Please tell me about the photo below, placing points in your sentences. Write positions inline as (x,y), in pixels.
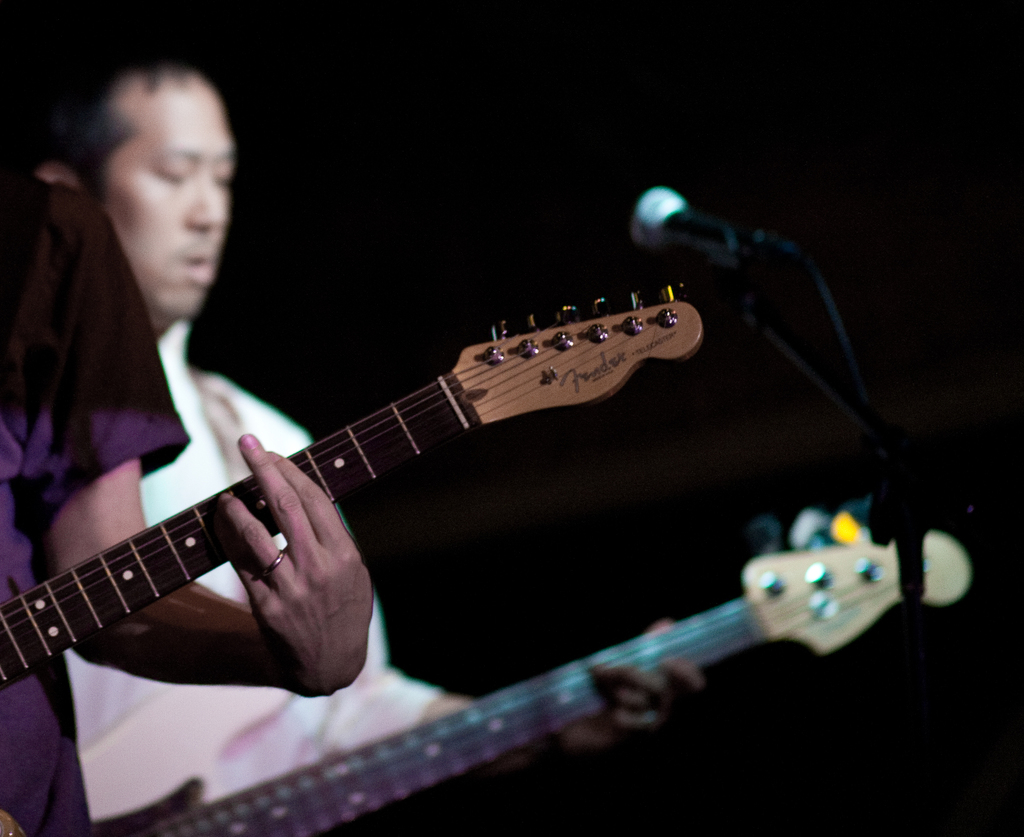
In the image we can see there is a person (59,683) who is standing and holding guitar (157,566) in their hand (295,555) and the image is little blurry.
